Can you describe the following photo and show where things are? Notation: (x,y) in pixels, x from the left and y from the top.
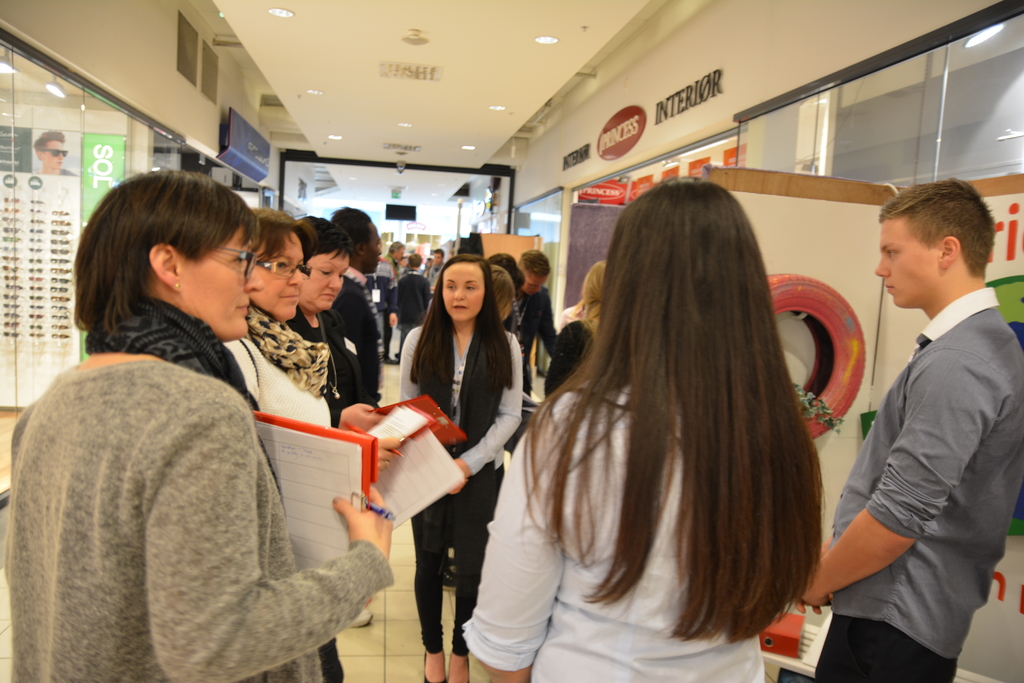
This image is clicked inside a store (477,62). There are lights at the top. There are some persons (621,412) in the middle (464,389). Some of them are holding papers (315,491). There are shops (56,144) on the left side (63,299) and right side (725,138).
